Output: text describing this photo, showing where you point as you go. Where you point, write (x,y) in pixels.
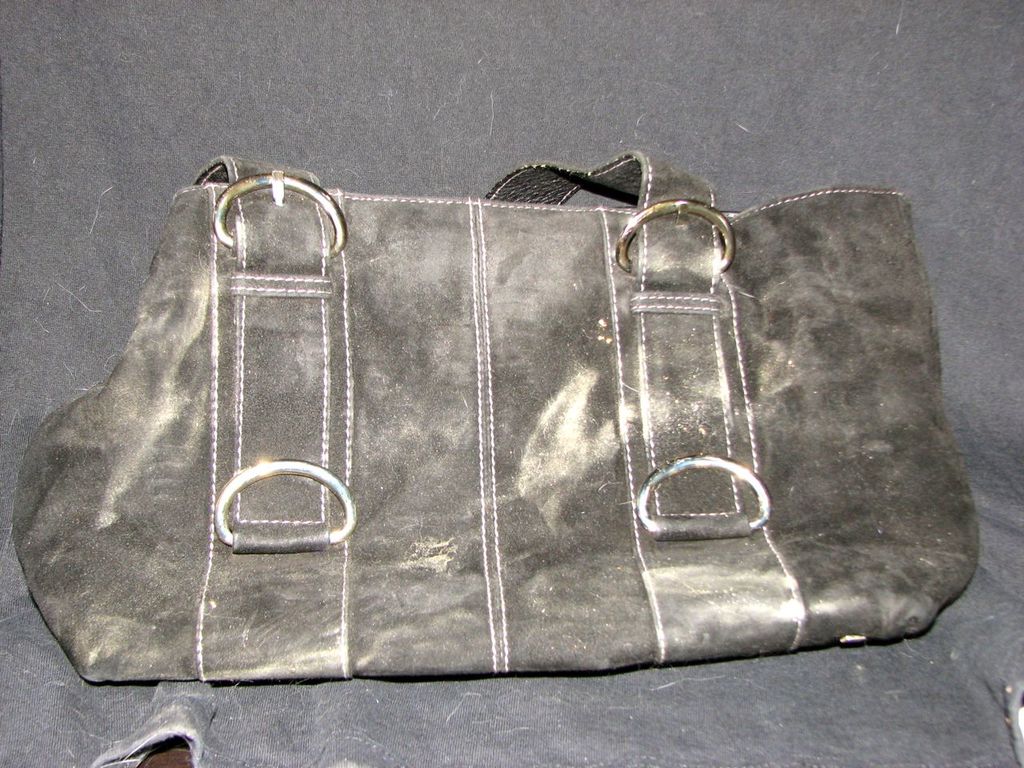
In this image i can see a bag (501,378).
